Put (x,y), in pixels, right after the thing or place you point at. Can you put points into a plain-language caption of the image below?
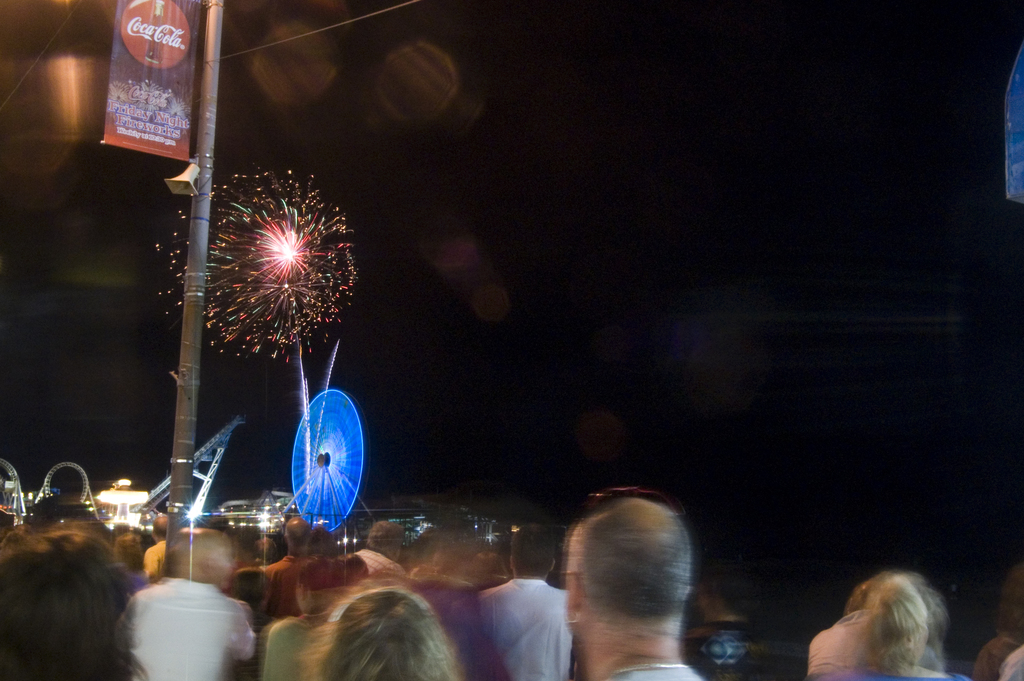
This picture shows fireworks (311,234) and we see a pole (203,185) and we see few people (471,549) Standing and a banner (188,33) to the pole (197,243) and few lights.
